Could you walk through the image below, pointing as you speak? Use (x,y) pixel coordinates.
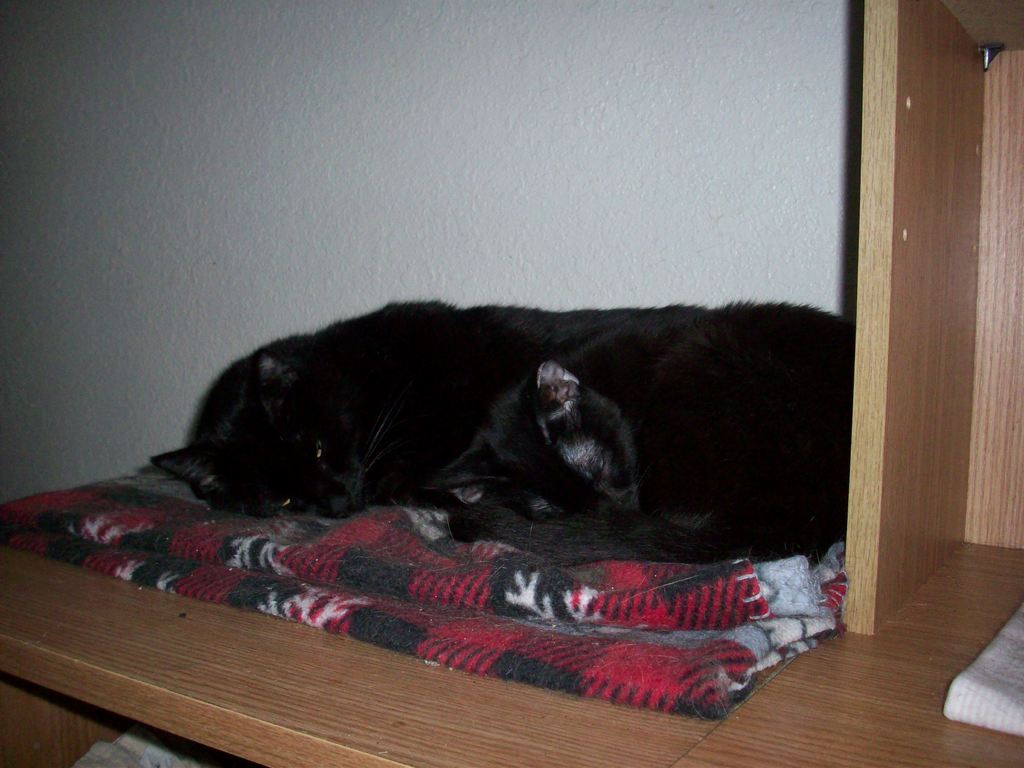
In this image I can see the two cats (492,443) which are in black color. They are on the red, white and black color cloth (445,601). In the back (347,166) I can see the white wall (399,110). It is on the wooden surface (845,671).
